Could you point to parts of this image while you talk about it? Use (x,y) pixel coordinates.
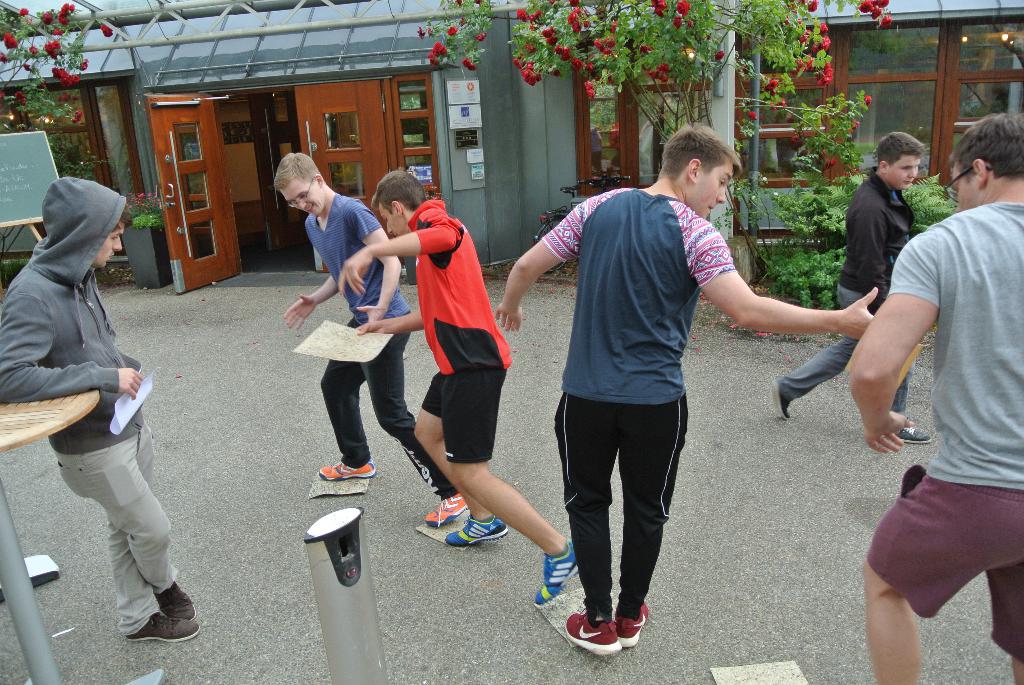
In this image, we can see few people (1,371) are standing and walking. Here a person (110,452) is holding a paper (128,413) and keeping his hand (58,387) on the table (55,416). here few are holding some object (333,351). At the bottom (375,656), we can see rods (327,638). Background (513,157) there is a house (513,172), wall (511,175), glass windows (959,112), doors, plants (757,212), board (2,219), poles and rods (122,43).
